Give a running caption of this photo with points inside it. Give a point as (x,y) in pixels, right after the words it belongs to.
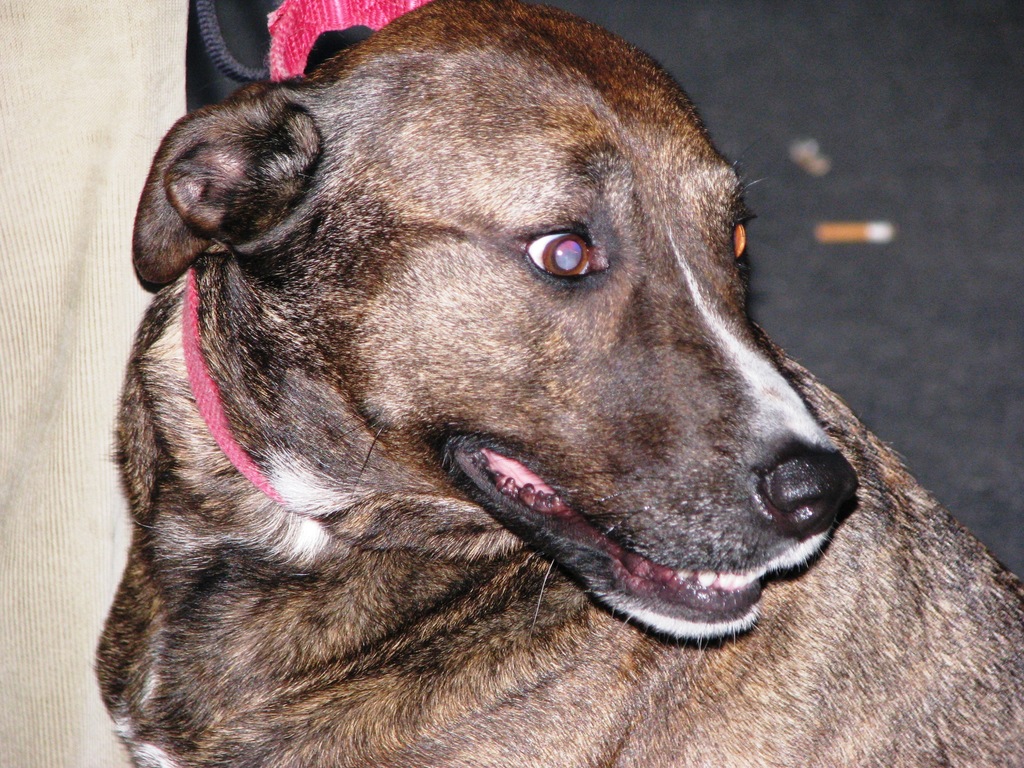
In this image we can see a dog (747,490). Behind cream color cloth (64,288) is there.
